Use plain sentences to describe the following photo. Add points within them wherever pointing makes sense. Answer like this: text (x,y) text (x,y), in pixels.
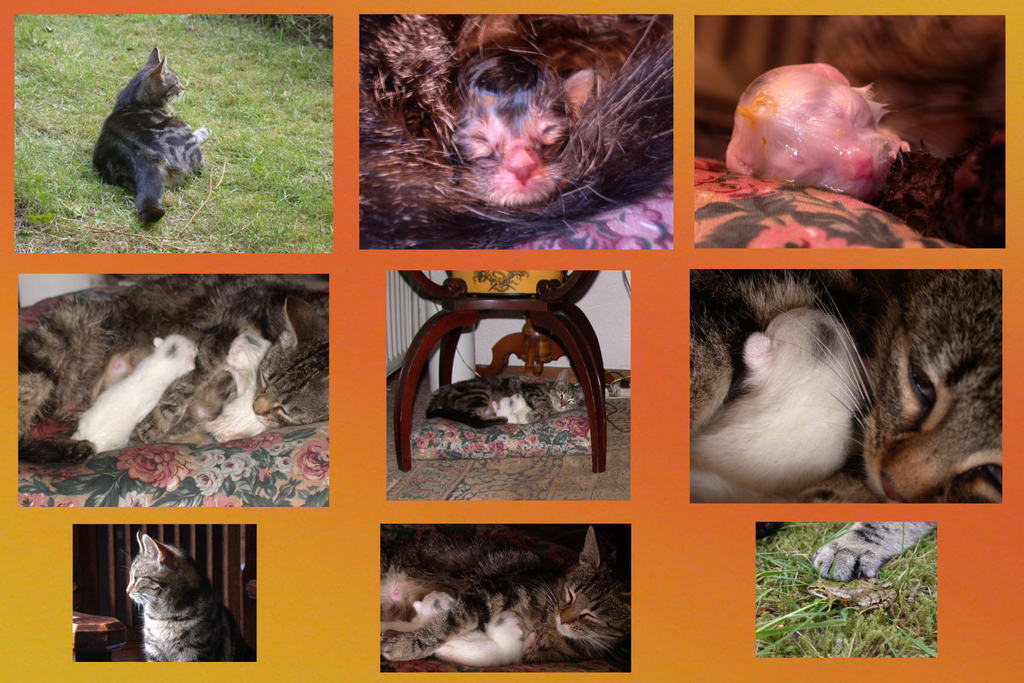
This is a collage picture of different animals (548,80).
